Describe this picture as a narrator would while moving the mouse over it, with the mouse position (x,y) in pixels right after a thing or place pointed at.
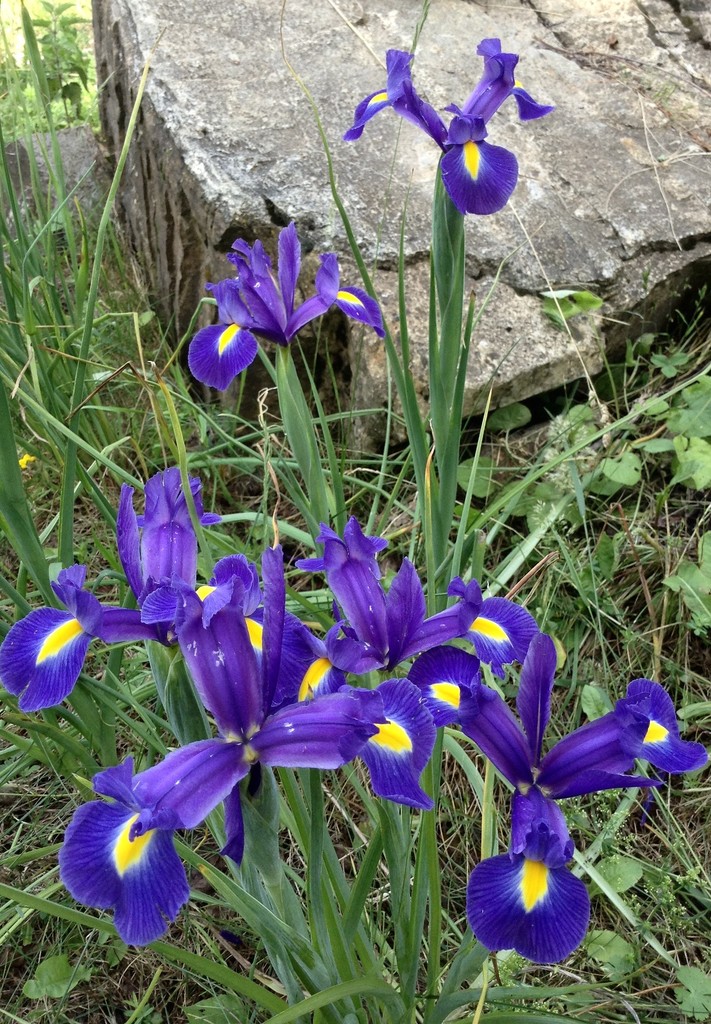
In the foreground of this image (376,601), there are flowers (376,601) to the plants (344,965) and we can also see grass (648,843) on the ground (175,968). At the top (189,47) there is a stone (270,25).
